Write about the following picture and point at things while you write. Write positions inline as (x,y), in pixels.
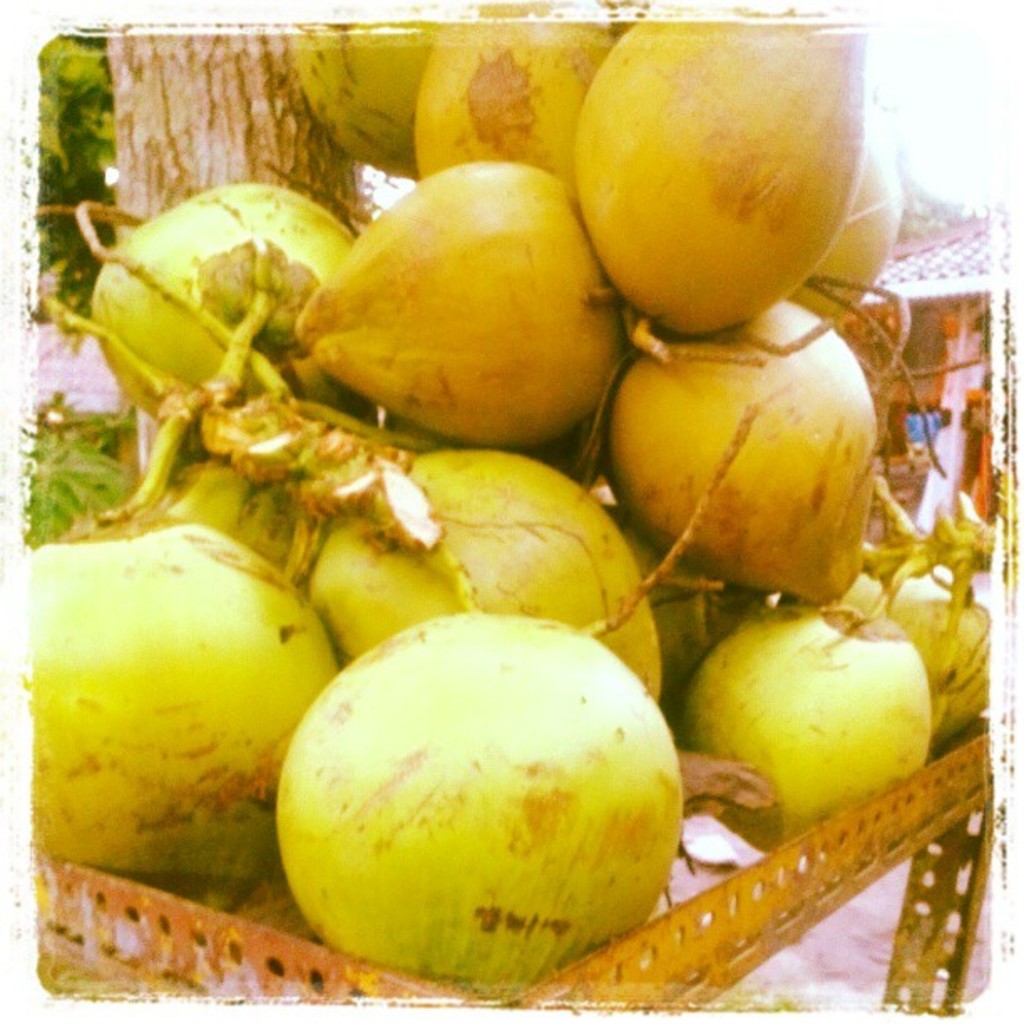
In this image I see a number of coconuts (169,854) on the Iron table (67,896) and the coconuts (58,847) are of green in color. In the background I see a tree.
